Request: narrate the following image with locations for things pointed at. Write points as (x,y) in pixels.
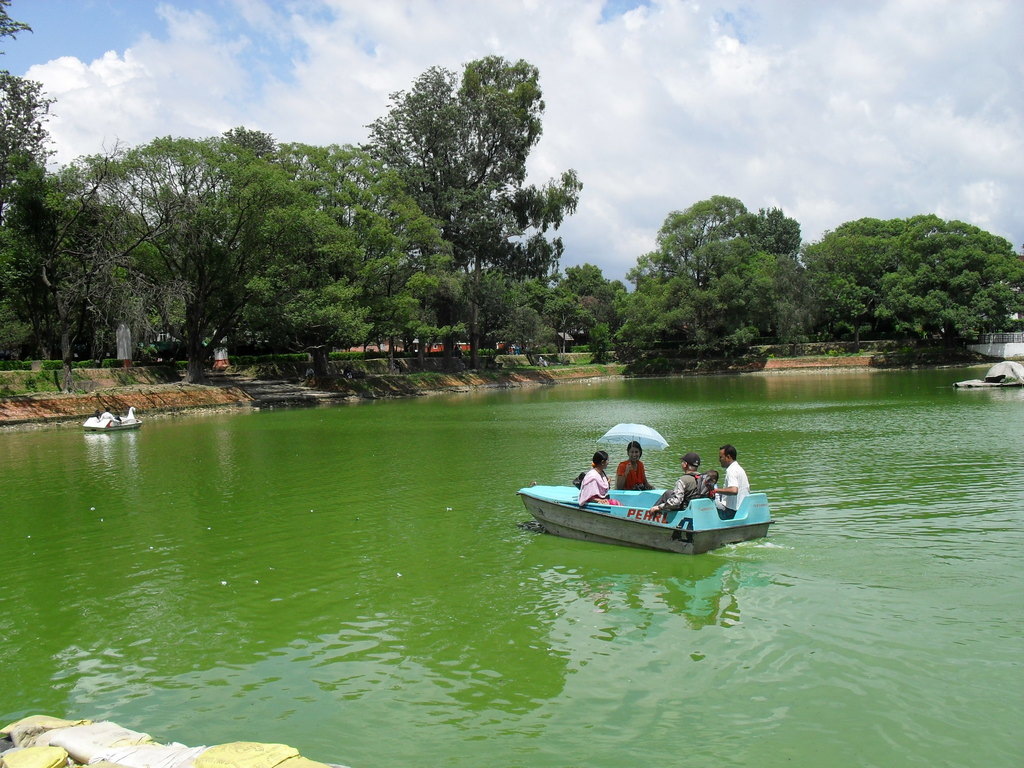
In this image in the center (615,505) there is a boat (644,503) and there are persons (637,486) on the boat (625,523) which is sailing on the water (567,545). In the background (398,389) there are trees (428,289), there's grass (384,365) on the ground (155,382) and there is an object (110,423) on the water (82,431) which is white in colour and the sky (749,61) is cloudy.
